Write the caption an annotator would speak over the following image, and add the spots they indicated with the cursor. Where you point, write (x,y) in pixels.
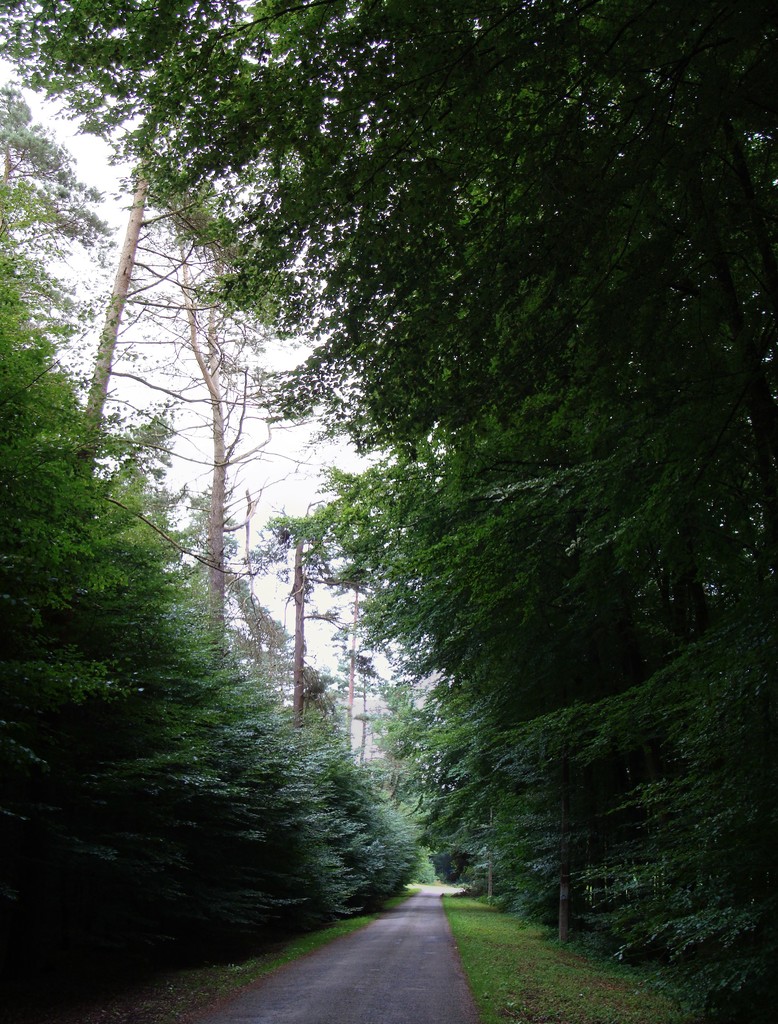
In this picture we can see a road (378,944) and on the left (189,857) and right side of the road (410,944) there are trees (412,805) and behind the trees (196,641) there is a sky (151,260).
